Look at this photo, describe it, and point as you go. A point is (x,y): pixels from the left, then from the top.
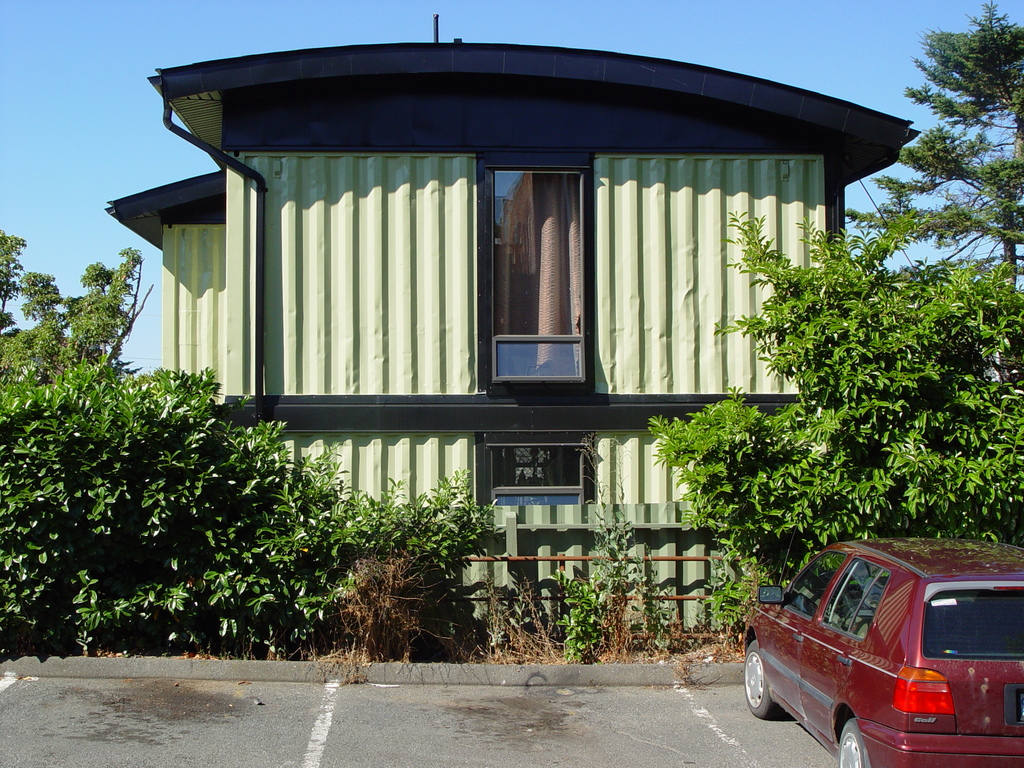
In this picture I can see building (467,434), trees (999,230) and plants (254,565). On the right side (854,671) I can see a red color car (823,679) and white lines (317,733) on the road (317,733). In the background (225,39) I can see the sky (190,41).
